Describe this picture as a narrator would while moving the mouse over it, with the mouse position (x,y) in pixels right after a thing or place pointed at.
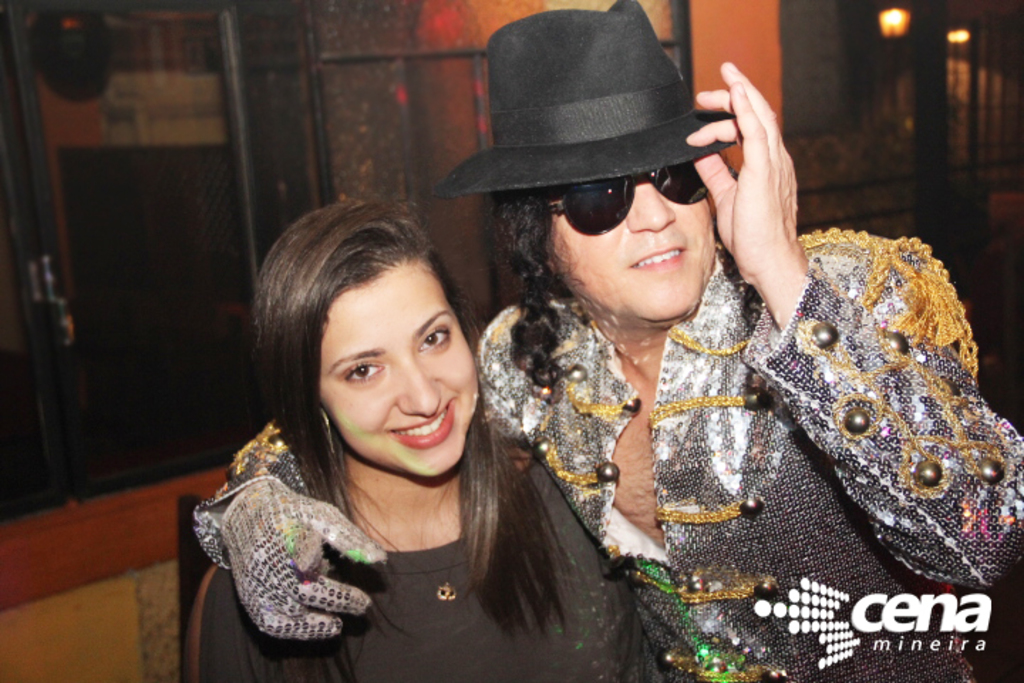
In this image we can see a man (648,510) and a woman (557,511). In that a man (600,207) is wearing a hat (644,124). On the backside (922,221) we can see some lights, a door (209,309) and a wall (830,139).
